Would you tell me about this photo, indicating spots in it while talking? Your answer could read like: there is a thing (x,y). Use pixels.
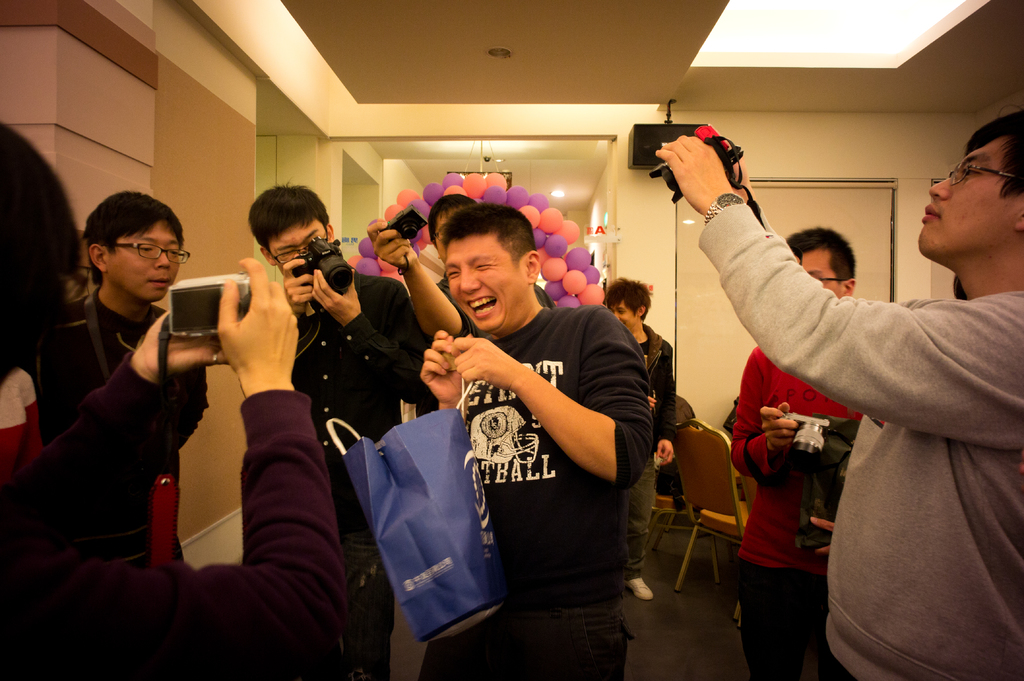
In this image we can see some people (486,341) standing and holding cameras (222,282). We can see the balloons (566,234) and chairs (731,460). At the top (663,214) we can see the lights (722,43) and the wall (295,166).
